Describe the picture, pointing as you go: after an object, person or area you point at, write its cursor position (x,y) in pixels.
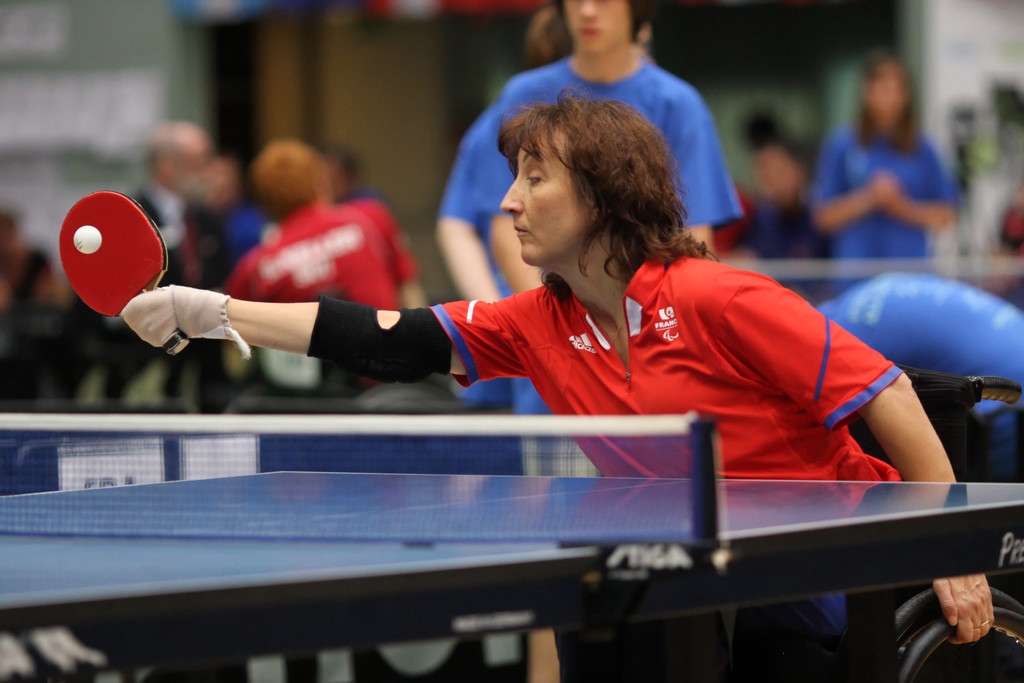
In the image few people (915,187) are standing and a woman (569,173) is playing table tennis.
